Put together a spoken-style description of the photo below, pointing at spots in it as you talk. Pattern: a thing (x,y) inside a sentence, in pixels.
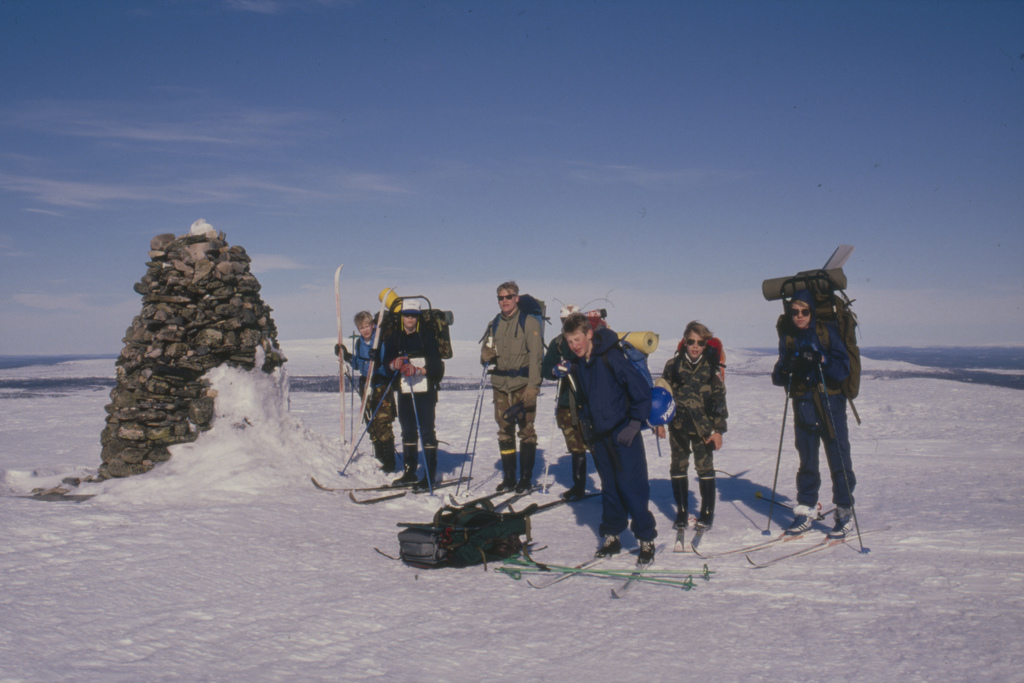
In this image I can see group of people (812,421) standing and holding few sticks (343,411) and I can also see few bags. Background (52,131) I can see the snow (253,559) in white color and I can also see the rock (233,288) and the sky (380,151) is in blue and white color.
